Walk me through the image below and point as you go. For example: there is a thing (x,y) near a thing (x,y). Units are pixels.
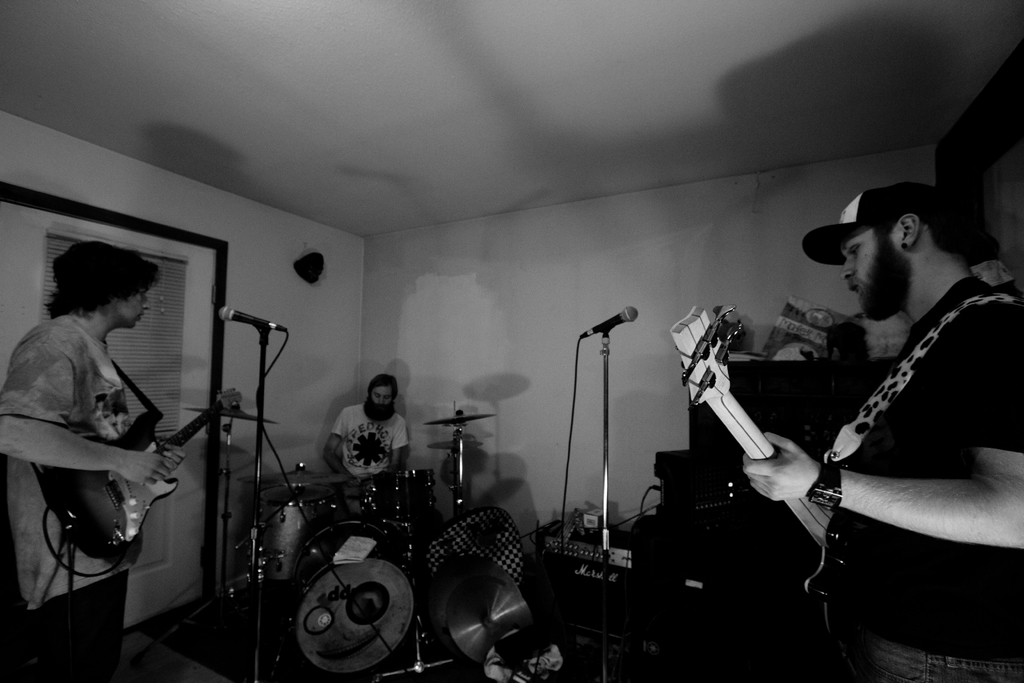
This picture shows two men (913,447) holding guitar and playing and we see a other man (363,441) seated and playing drums (267,500) and we see microphones (625,314) in front of them.
